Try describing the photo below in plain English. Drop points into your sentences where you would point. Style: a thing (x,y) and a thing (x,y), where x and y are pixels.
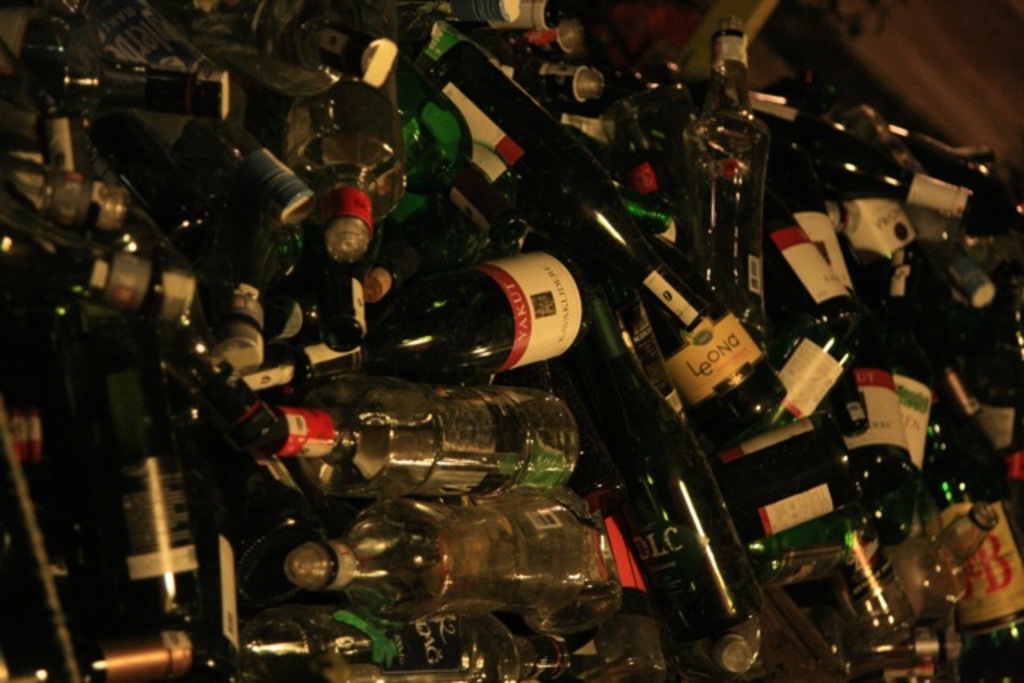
In this image I can see many wine bottles (516,457).
